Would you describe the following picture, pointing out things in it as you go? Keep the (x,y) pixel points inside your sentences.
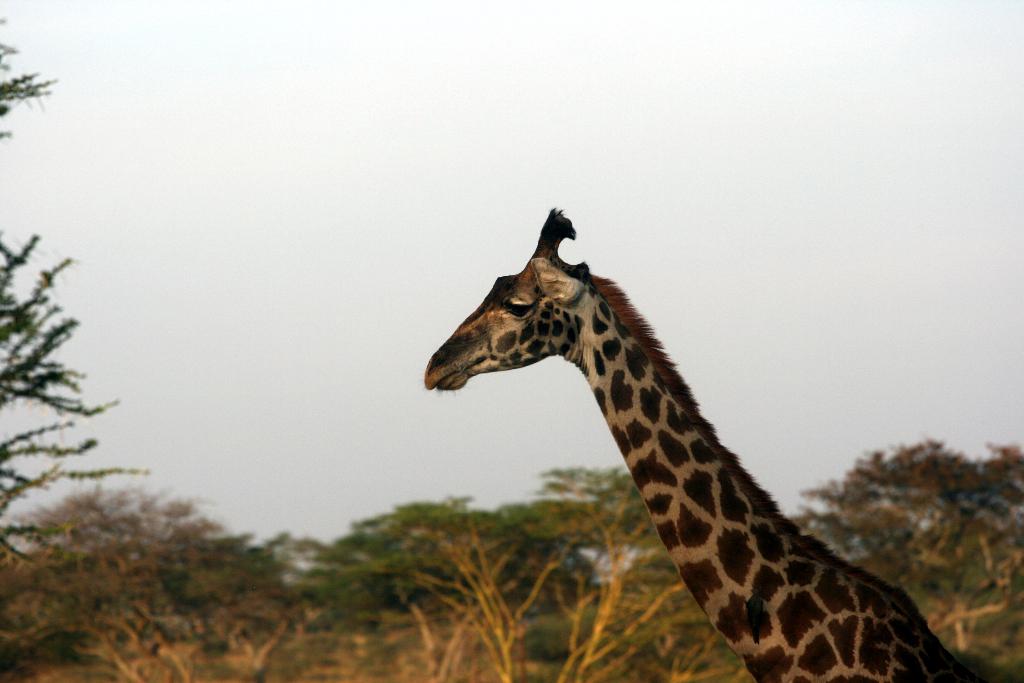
In this picture I can see a giraffe (639,469). In the background (443,580) I can see trees (402,574) and the sky (318,422).
